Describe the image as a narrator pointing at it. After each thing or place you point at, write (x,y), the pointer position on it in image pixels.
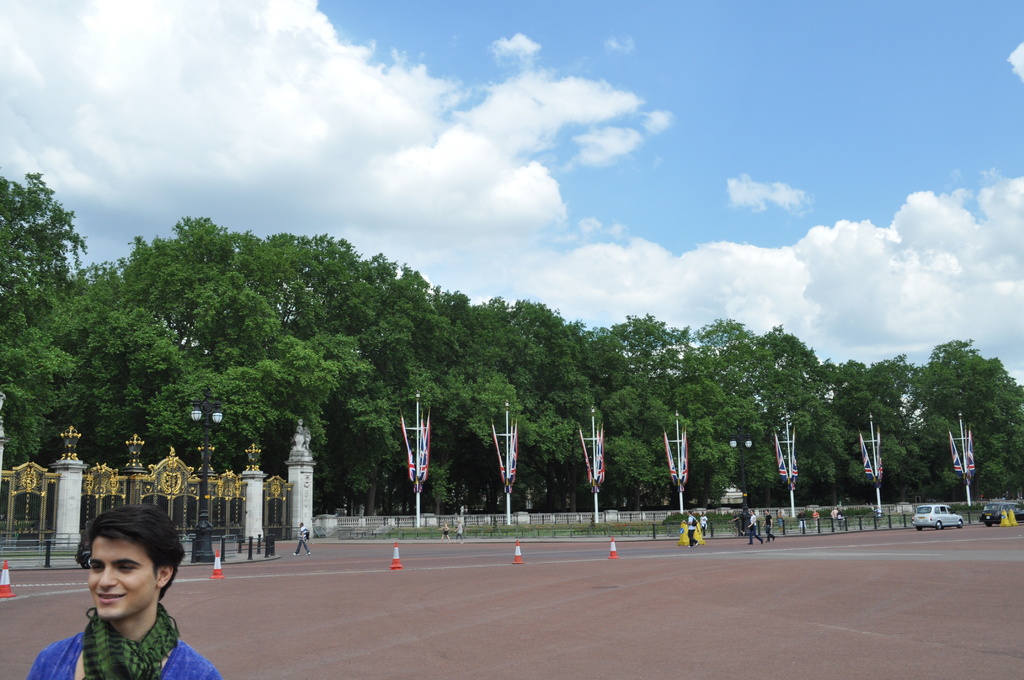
In this image I can see trees (526,384), people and traffic cones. Here I can see fence (282,516), poles (207,509), vehicle (954,519) and other objects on the ground (894,591). In the background (556,156) I can see the sky (528,142).
